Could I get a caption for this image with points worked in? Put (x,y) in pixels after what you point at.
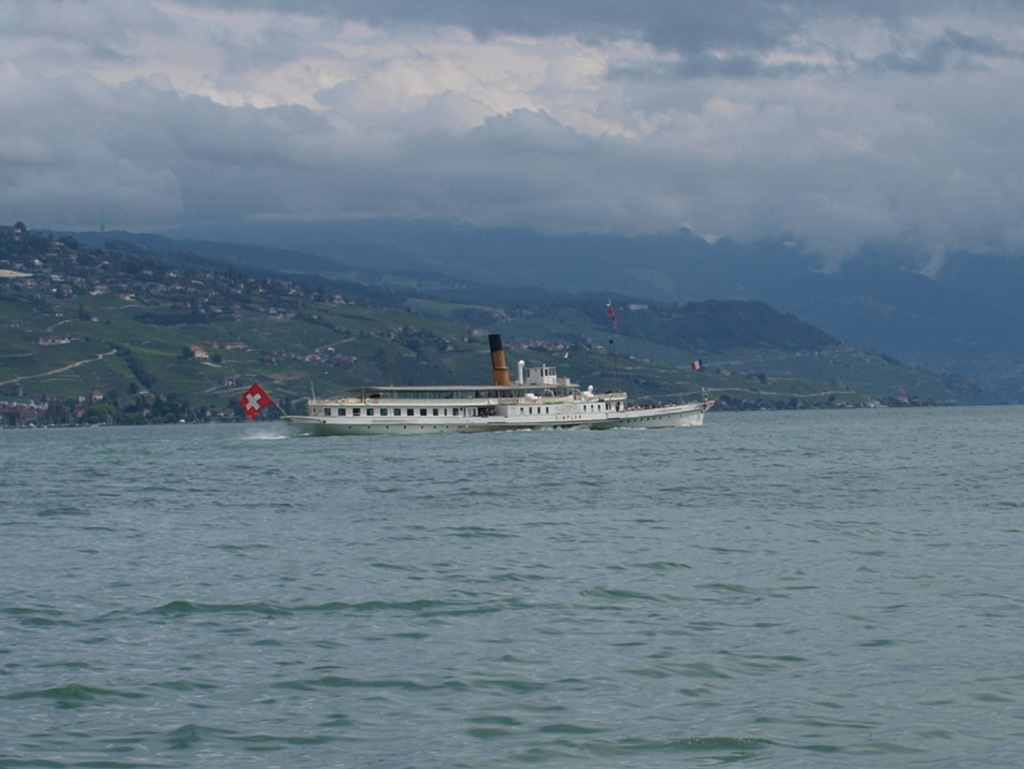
In this image, we can see a ship (498,419) above the water (545,604). In the background (592,369), we can see hills (478,363), trees (143,423), houses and cloudy sky (634,204).
